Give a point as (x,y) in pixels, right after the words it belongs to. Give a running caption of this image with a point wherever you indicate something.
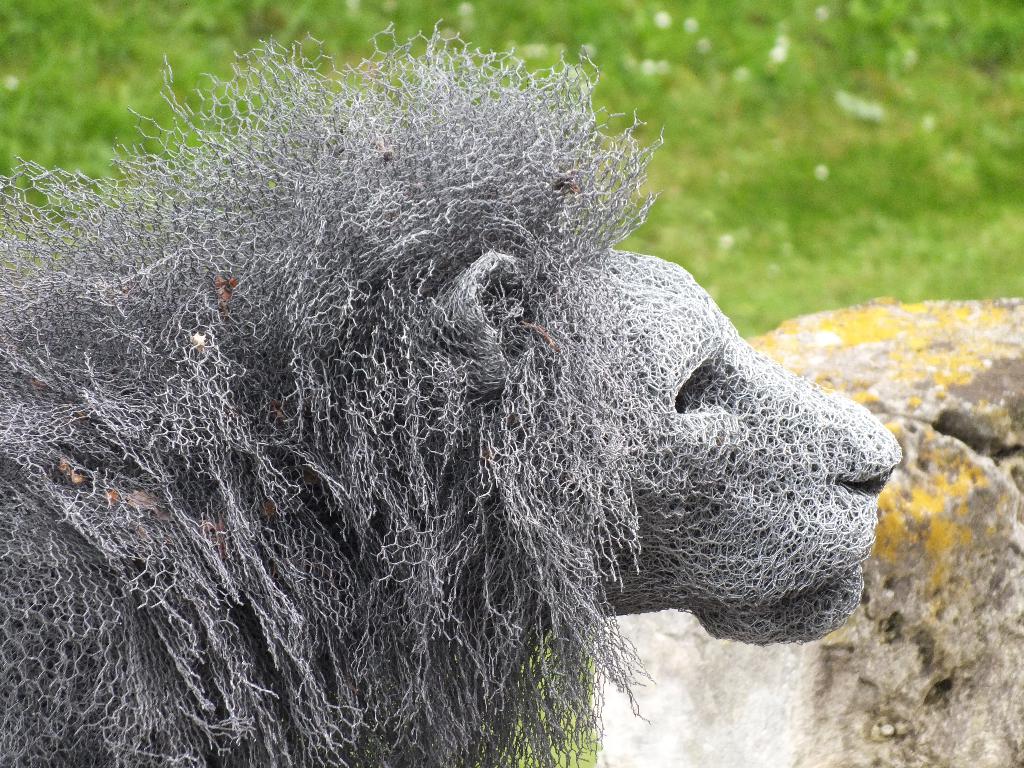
In this image there is a sculpture (385,468) of an animal (427,596). Right side (916,648) there is a rock (778,649). Background (940,104) there is grassland (788,157).
